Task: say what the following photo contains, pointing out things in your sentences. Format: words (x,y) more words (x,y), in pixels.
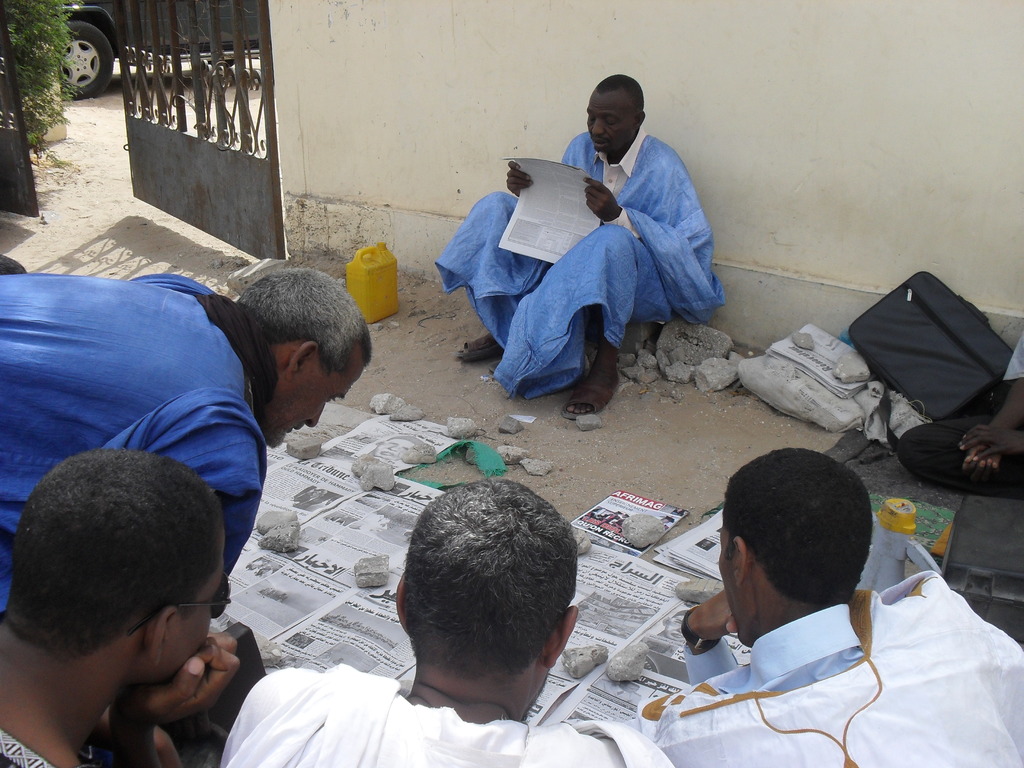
In this image I can see few people (304,360) and one person (506,262) is holding the paper (575,215). I can see few papers (361,503), stones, bags (872,363), gate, vehicle (100,71), plant (57,85) and the yellow color object (384,280) on the ground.
